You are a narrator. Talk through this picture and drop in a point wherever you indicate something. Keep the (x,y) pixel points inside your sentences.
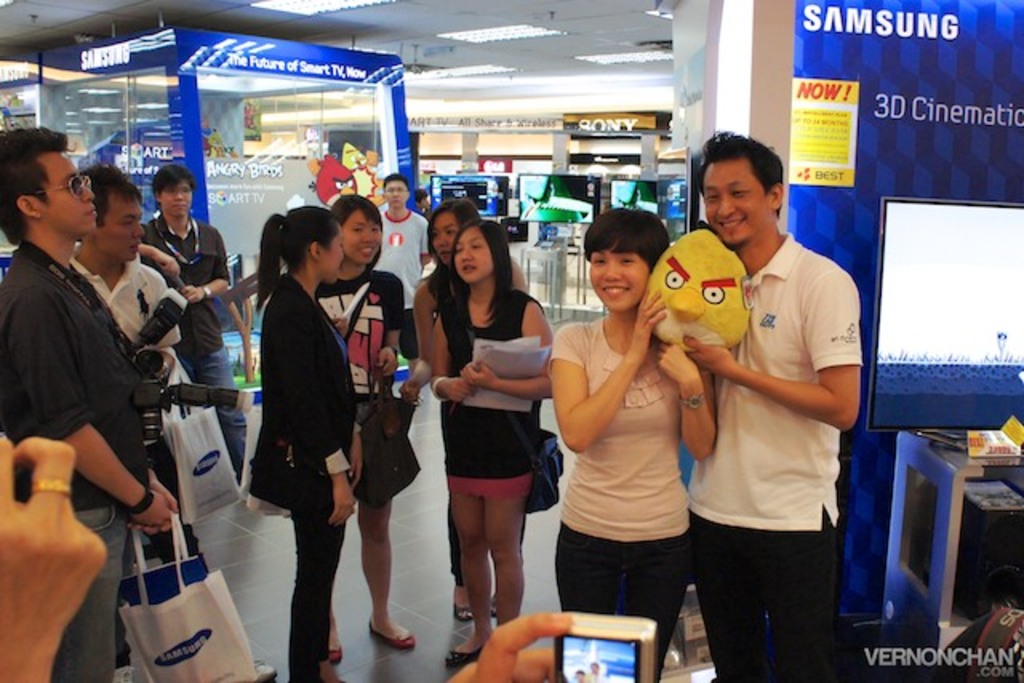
In this image few people (329,365) are standing on the floor (403,577). Few screens (565,198) are attached to the wall (553,168). Right side (937,253) there is a table (928,463) having a screen (929,351) and few objects (976,437) on it. Right side (693,327) there is a person (770,382) holding a toy (686,285) in his hand (714,358). Left side (19,366) there is a person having a camera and he is holding few bags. Bottom of the image (504,655) there is a person's hand (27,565) is visible. He is holding a camera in his hand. Top of the image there are few lights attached to the roof (533,51). Middle of the image (492,400) there is a woman (514,376) holding paper (504,397) and she is carrying a bag (538,466).
